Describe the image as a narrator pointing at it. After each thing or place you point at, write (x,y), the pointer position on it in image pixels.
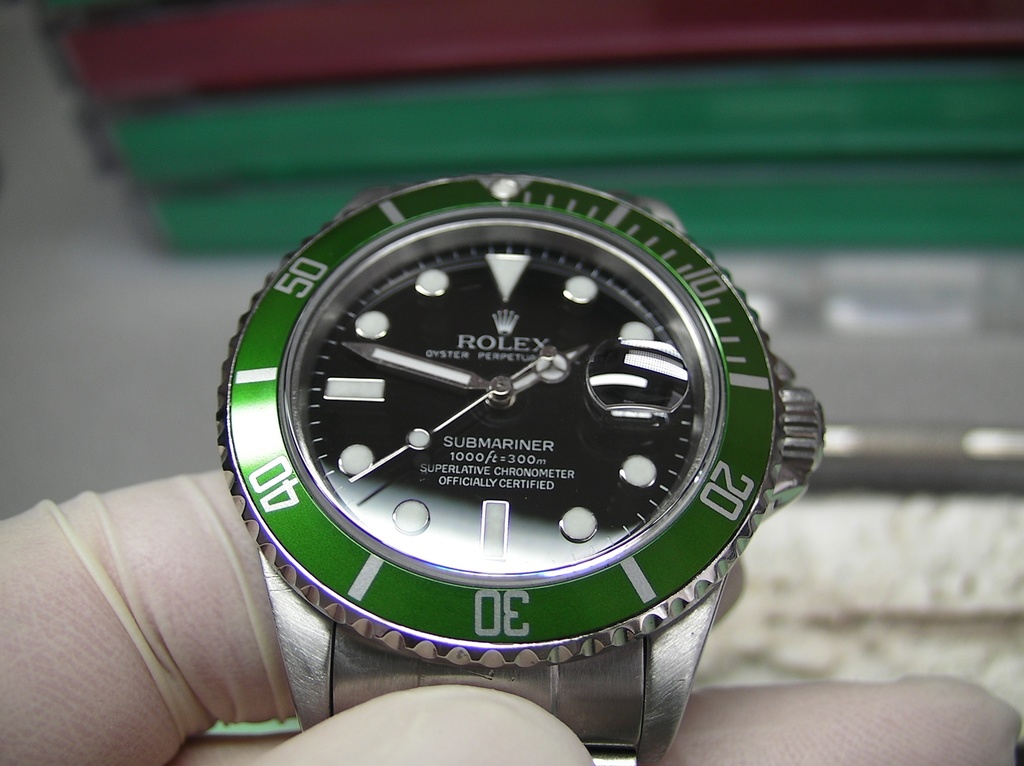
In the image there is a Rolex watch (335,544) held by a person (734,752) with the fingers (735,765) and the background of the watch (268,314) is blur.
